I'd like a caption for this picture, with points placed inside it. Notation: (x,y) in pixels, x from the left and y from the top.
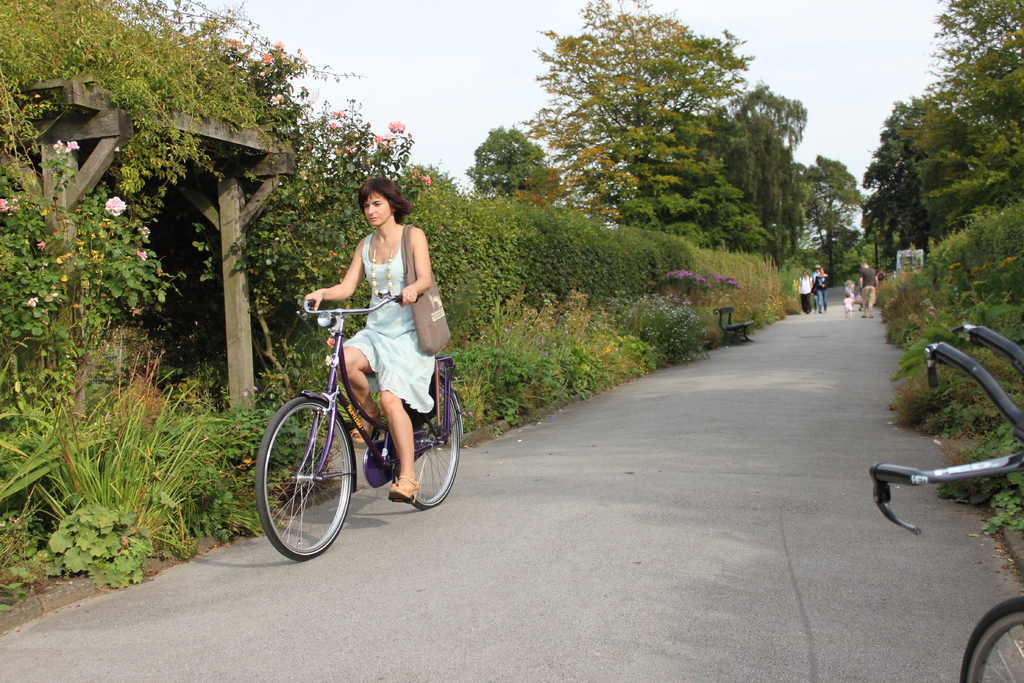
In this picture there is a woman (387,398) riding a bicycle (369,435) on the road (662,514). There are some plants (615,238) and trees (629,122) in the background (531,108) and we can observe a sky (827,59) here.
